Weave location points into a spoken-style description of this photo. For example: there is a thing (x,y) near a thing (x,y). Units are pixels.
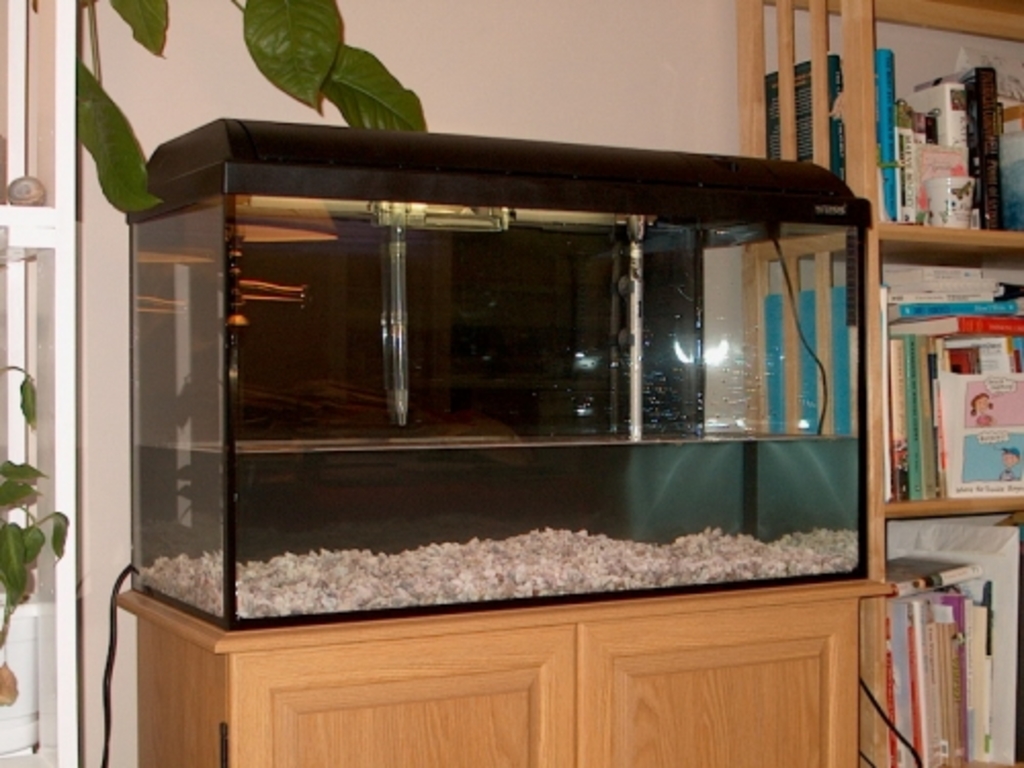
In this image we can see an aquarium (538,529) on the cabinet (540,632), books (908,161) and some objects (959,195) arranged in the cupboard (944,254) and creeper plants (333,56).
